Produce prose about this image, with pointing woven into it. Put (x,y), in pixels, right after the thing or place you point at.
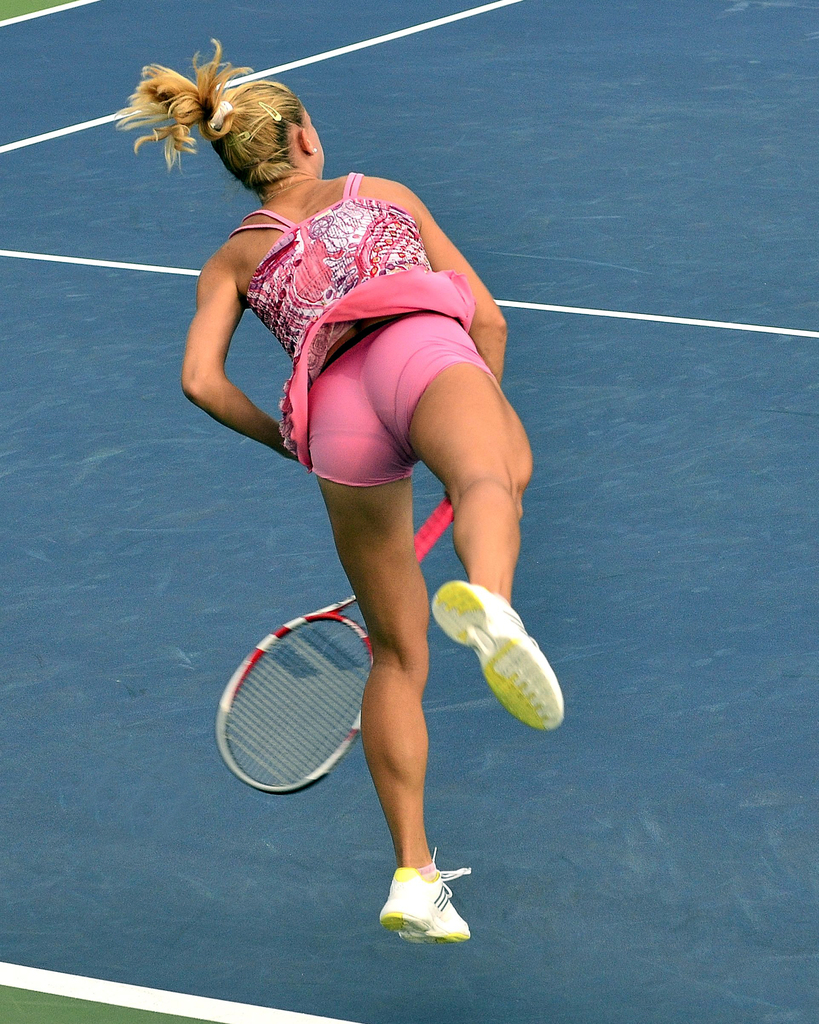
In this picture there is a stadium (623,406) with a blue colour mat (712,494) on the floor (144,526). Woman (392,489) is playing a game holding a bat (323,670) in her hand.
